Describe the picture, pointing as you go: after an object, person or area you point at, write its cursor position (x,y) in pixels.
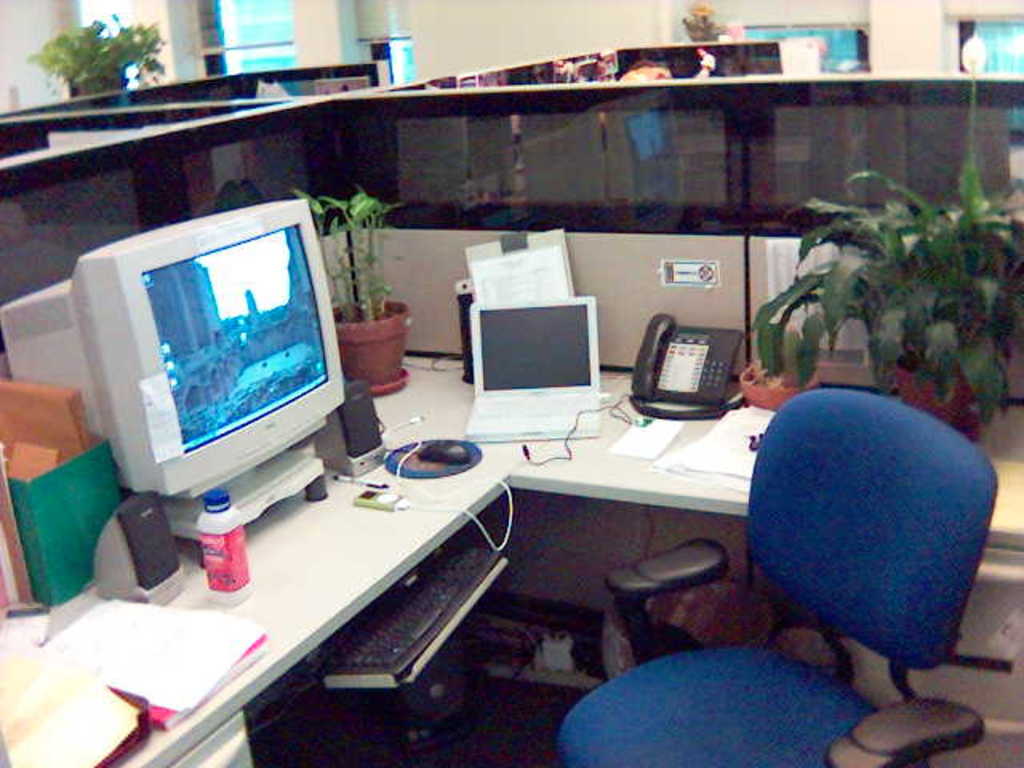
There is a chair (693,718). Near to the chair (698,654) there is a platform (356,575). On that there is a telephone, pots (908,379) with plants (933,289), laptop (584,381), papers (645,441), mouse (467,459) with mousepad (414,474), wires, speakers (139,507), bottle (231,570), computer (219,401), box (32,488) with some items (54,453), books (86,651) and many other items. Below that there is a keyboard (399,631). Also there are separations (235,135) between the cabins (198,108). In the back (487,31) there is a wall (170,58). Also there is a pot (110,81) with plant (127,43).
